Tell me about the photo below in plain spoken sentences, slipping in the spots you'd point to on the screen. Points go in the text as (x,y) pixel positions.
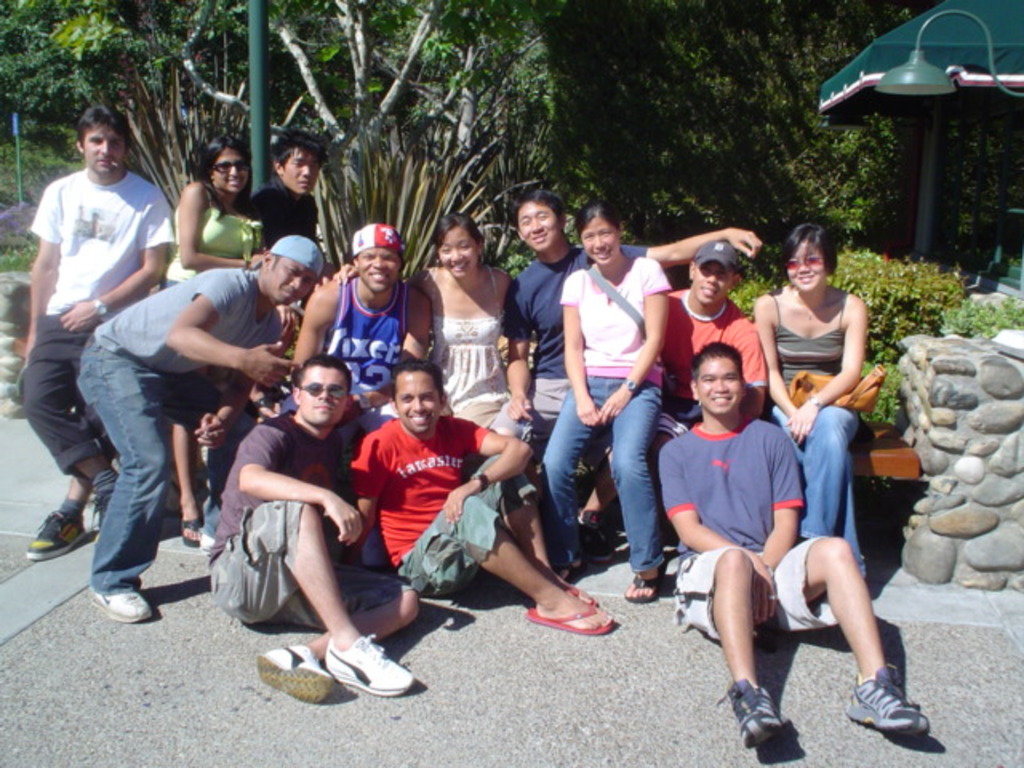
In the picture I can see a group of people (401,369) among them some are sitting and standing on the ground (175,538). In the background (409,236) I can see trees (735,123), poles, plants (416,221) and some other objects (833,90).
